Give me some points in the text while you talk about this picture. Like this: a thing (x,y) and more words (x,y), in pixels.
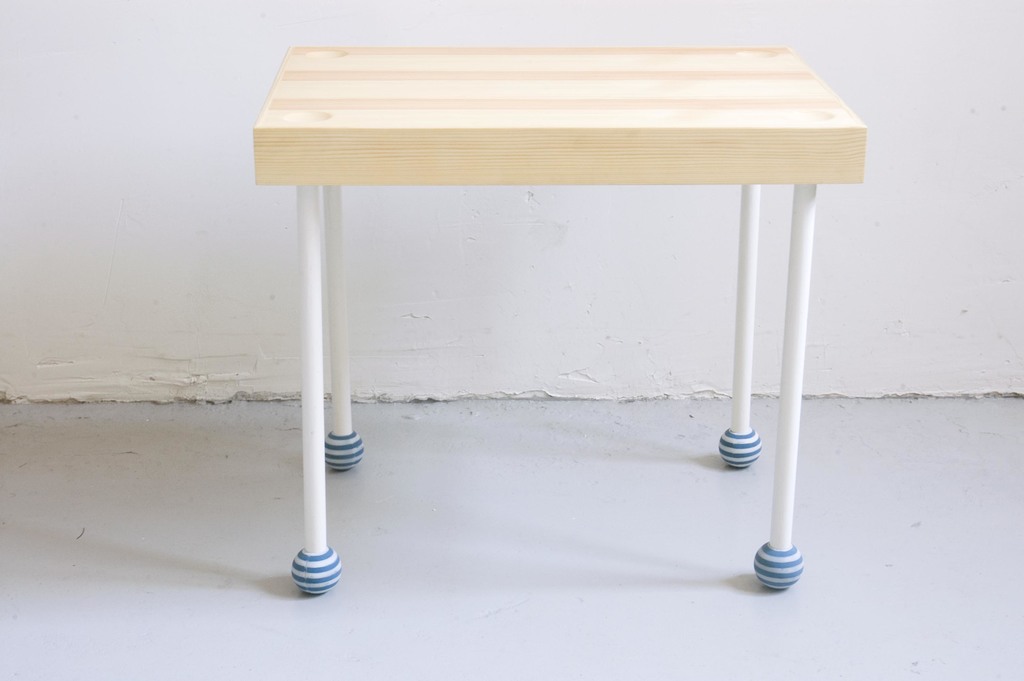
In this image, we can see a table (802,143) with rods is placed on the surface (595,627). Background (480,342) there is a white wall (533,298).
